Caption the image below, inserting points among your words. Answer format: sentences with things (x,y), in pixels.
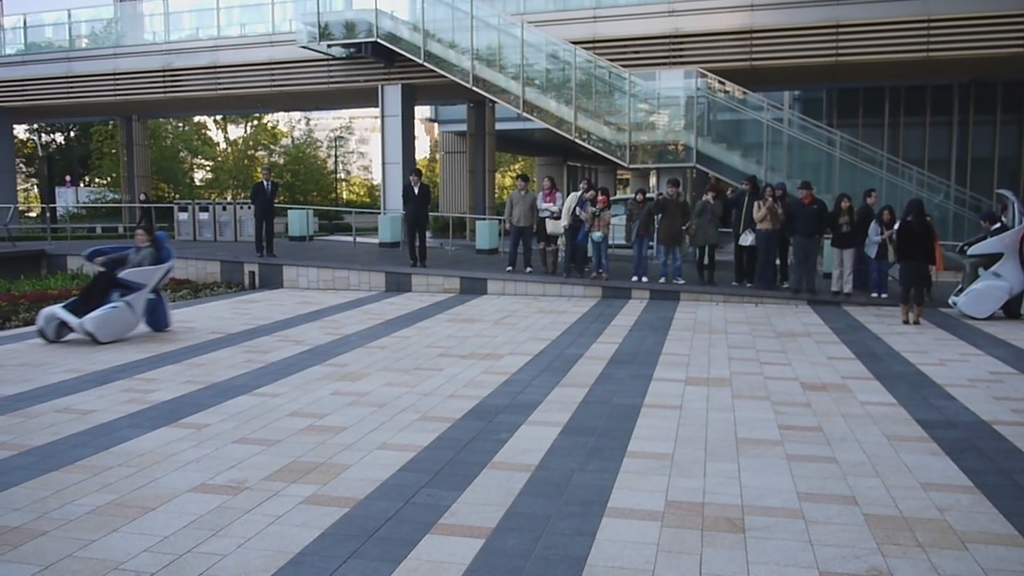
In this image I can see group of people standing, background (687,140) I can see few stairs (717,149) and few buildings (638,21) in cream and white color and I can see trees (315,186) in green color.
